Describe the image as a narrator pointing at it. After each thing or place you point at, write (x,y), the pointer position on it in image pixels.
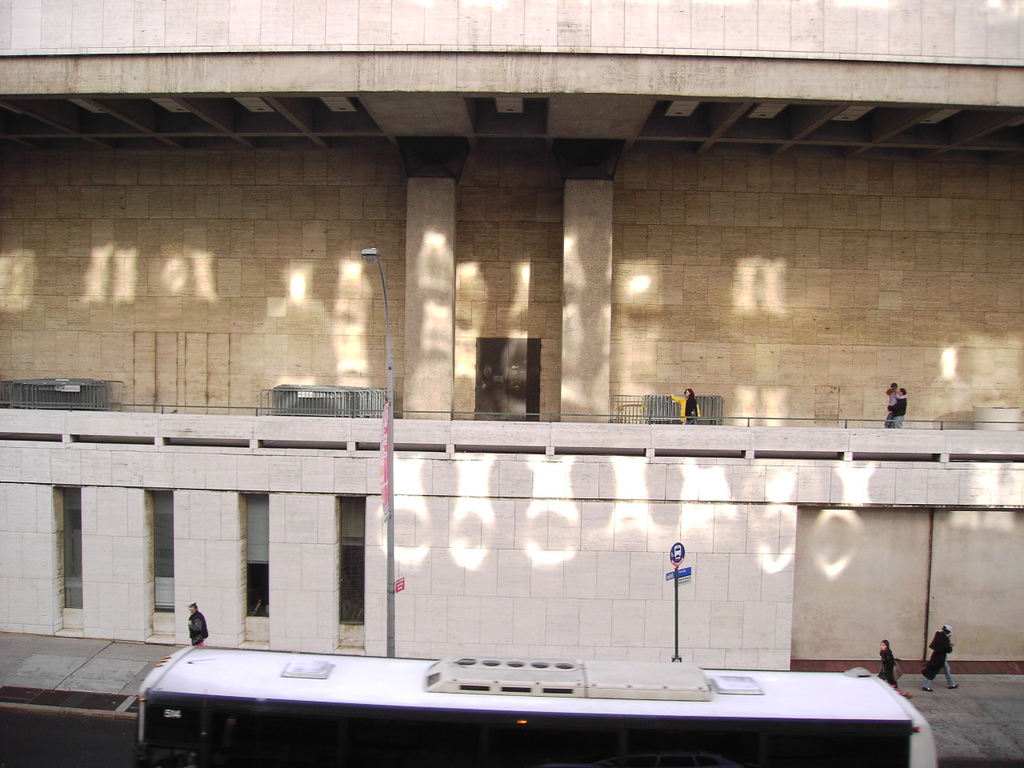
In this image we can see a group of people (901,399) standing on the ground (138,680). In the foreground of the image (278,667) we can see a vehicle (285,748) parked on road (128,739), sign board (675,607) and light pole (392,588). In the center of the image (674,413) we can see some railings (349,401), pillars (581,270) and a door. In the background (764,182), we can see the wall (551,206).
